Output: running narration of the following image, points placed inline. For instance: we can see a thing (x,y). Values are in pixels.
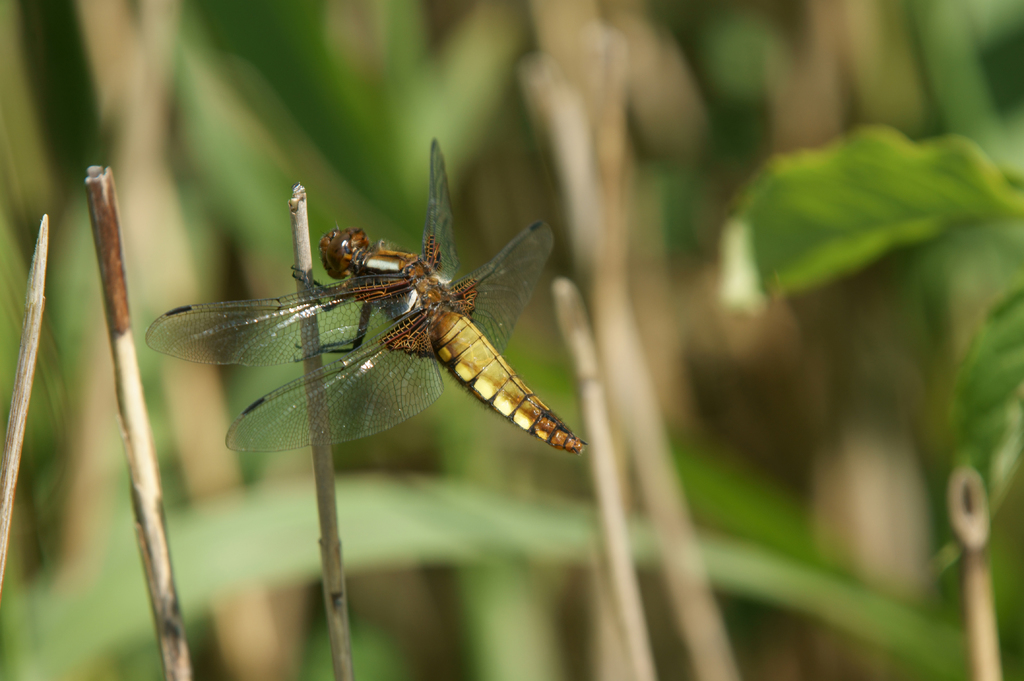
In this image I can see a dragonfly (355,348). The background (826,417) is blurred.
